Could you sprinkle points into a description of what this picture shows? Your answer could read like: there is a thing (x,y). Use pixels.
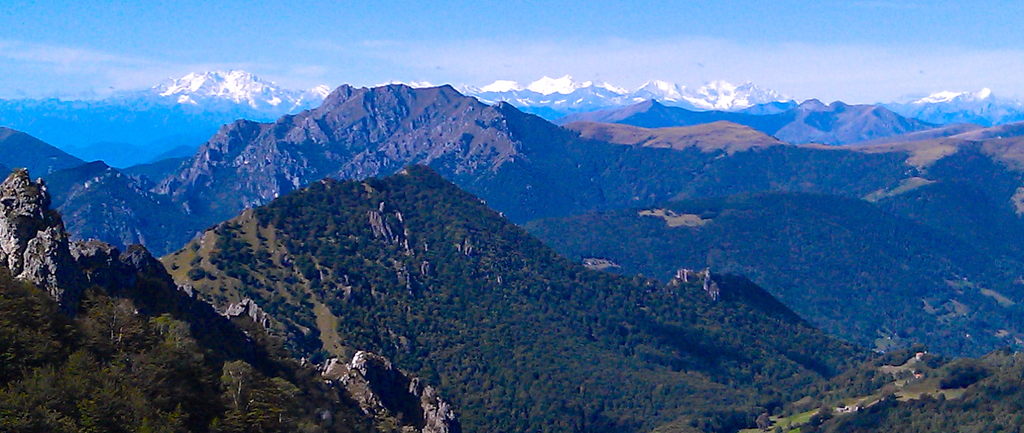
In this image we can see mountains (397,187). At the top (416,48) there is sky (305,56).
